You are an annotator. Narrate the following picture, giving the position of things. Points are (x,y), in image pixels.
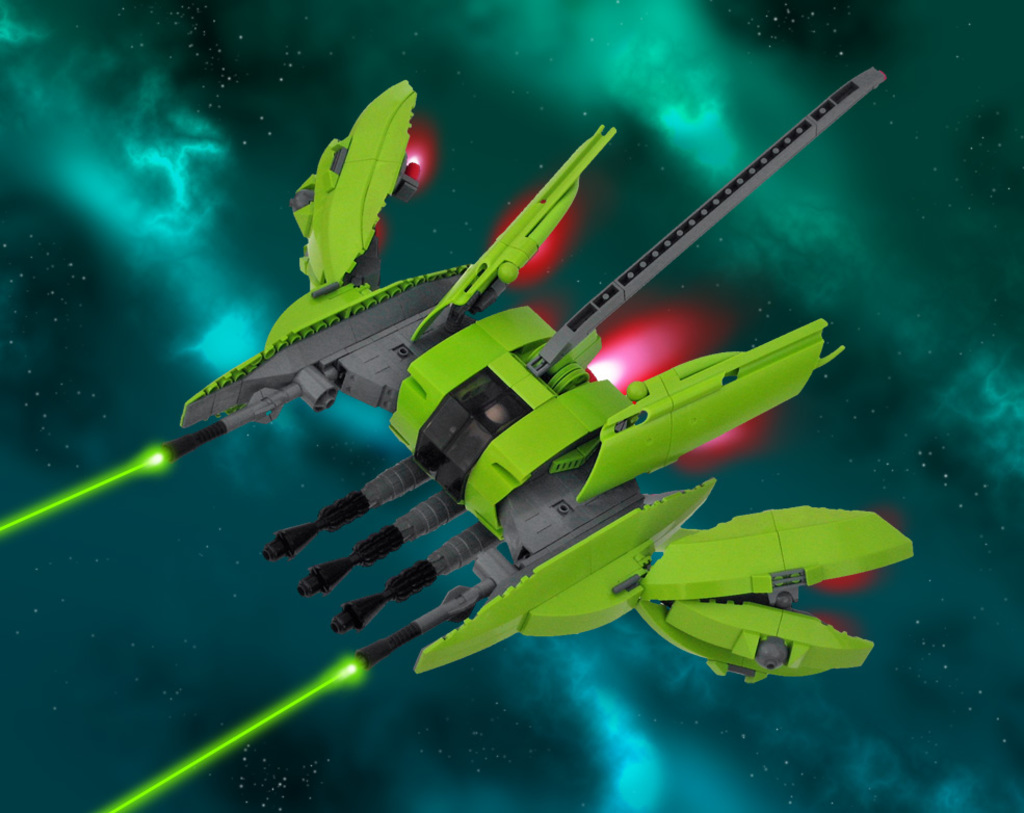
This picture consists of a rocket (553,207) in the sky (558,113) and I can see a colorful lights (649,366) visible around the rocket (511,233) and this picture is an edited image.
